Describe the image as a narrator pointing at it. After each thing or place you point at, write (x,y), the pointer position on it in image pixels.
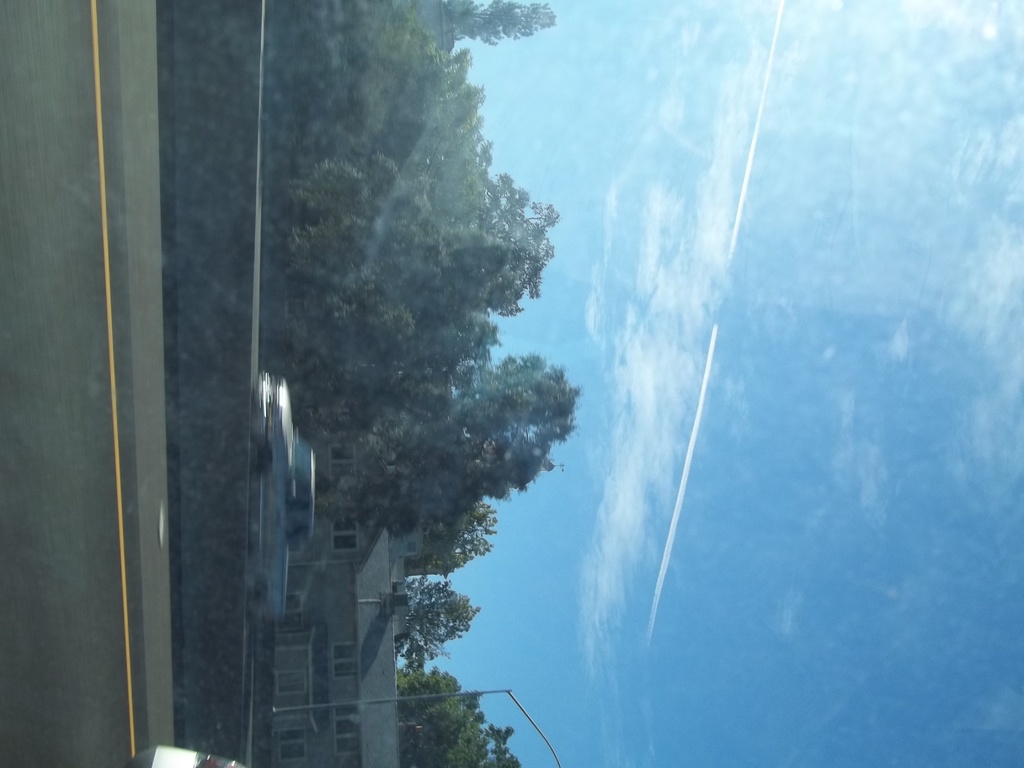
This image is in right direction. On the left side (191,404) there is a car (273,501) on the road (68,531). In the middle of the image (407,400) there are many trees (384,353) and also there is a building (311,679). At the bottom (328,704) there is a light pole (463,694). On the right side (789,467), I can see the sky (710,476) and clouds (695,351).
